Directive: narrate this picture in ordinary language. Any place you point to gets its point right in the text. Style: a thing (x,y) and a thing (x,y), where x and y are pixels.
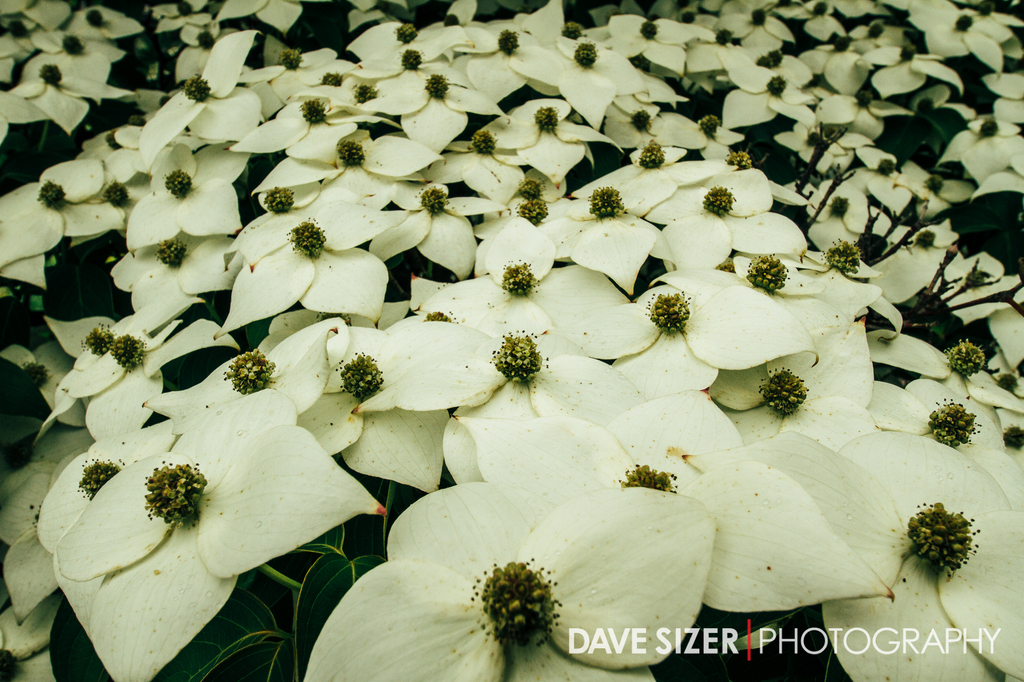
This is a zoomed in picture. In the foreground (580,346) we can see there are many number of flowers (478,330) and the plants (8,175). At the bottom (764,629) there is a text (925,639) on the image.
